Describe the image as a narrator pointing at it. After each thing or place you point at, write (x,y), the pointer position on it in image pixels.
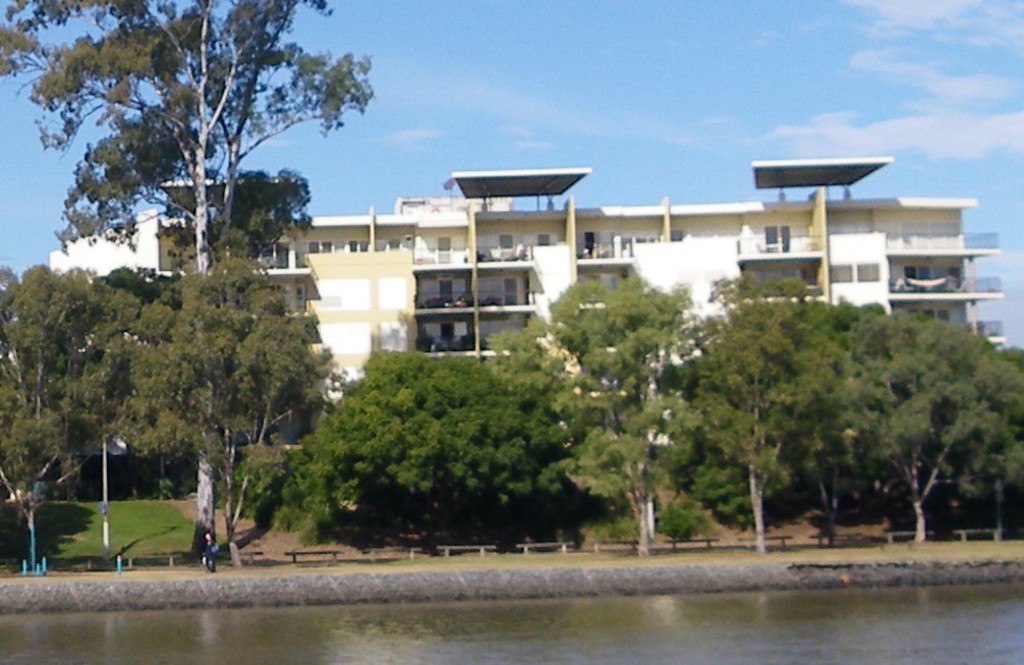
In this picture we can see water (677,631), beside the water (651,618) we can see a person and benches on the ground (455,560) and in the background (475,475) we can see a building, trees (460,486) and the sky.
